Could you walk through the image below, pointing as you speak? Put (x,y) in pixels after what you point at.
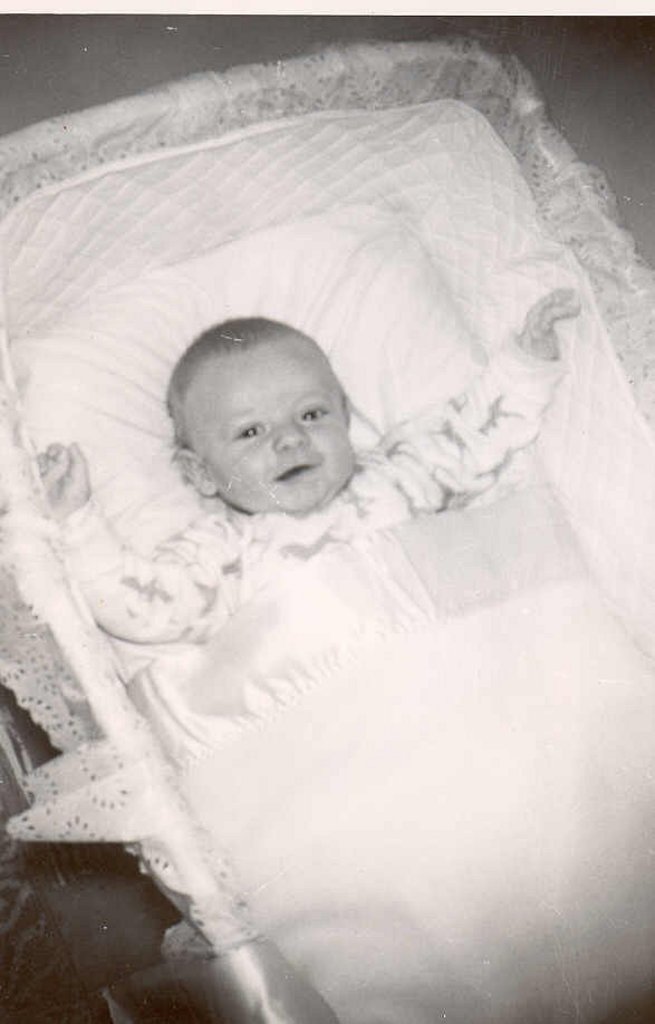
In this image in the center (330,539) there is a kid (341,528) in the cradle (55,699).
